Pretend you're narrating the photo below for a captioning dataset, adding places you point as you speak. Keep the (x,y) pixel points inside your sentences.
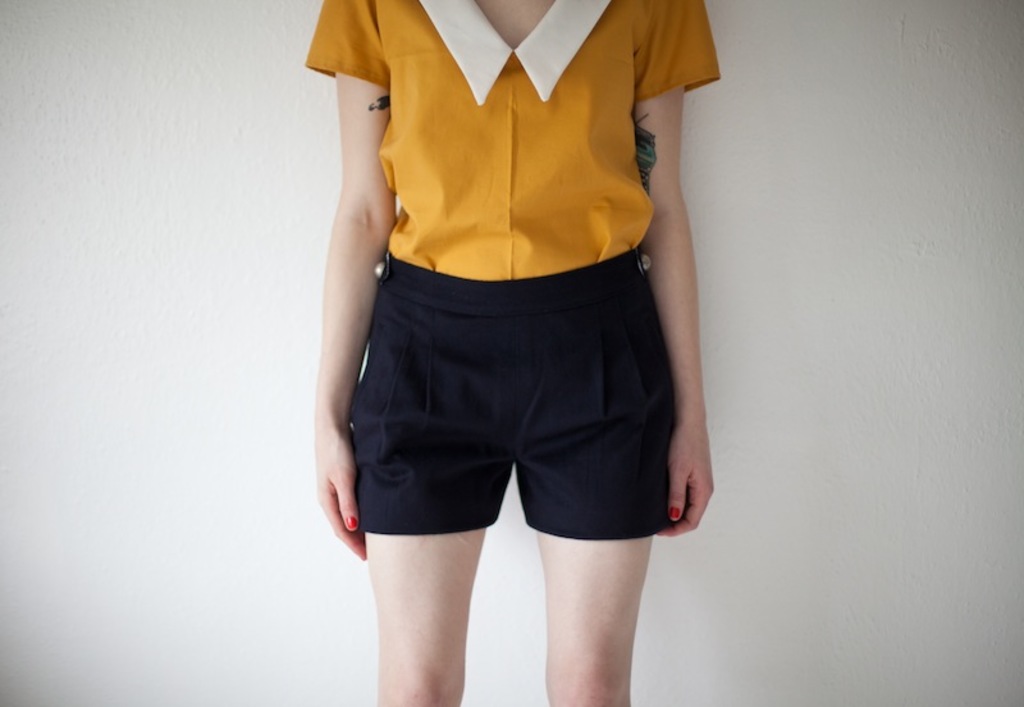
This image consists of a person (516,351). She is wearing yellow color shirt (501,220) and black short (439,443). She is standing.
